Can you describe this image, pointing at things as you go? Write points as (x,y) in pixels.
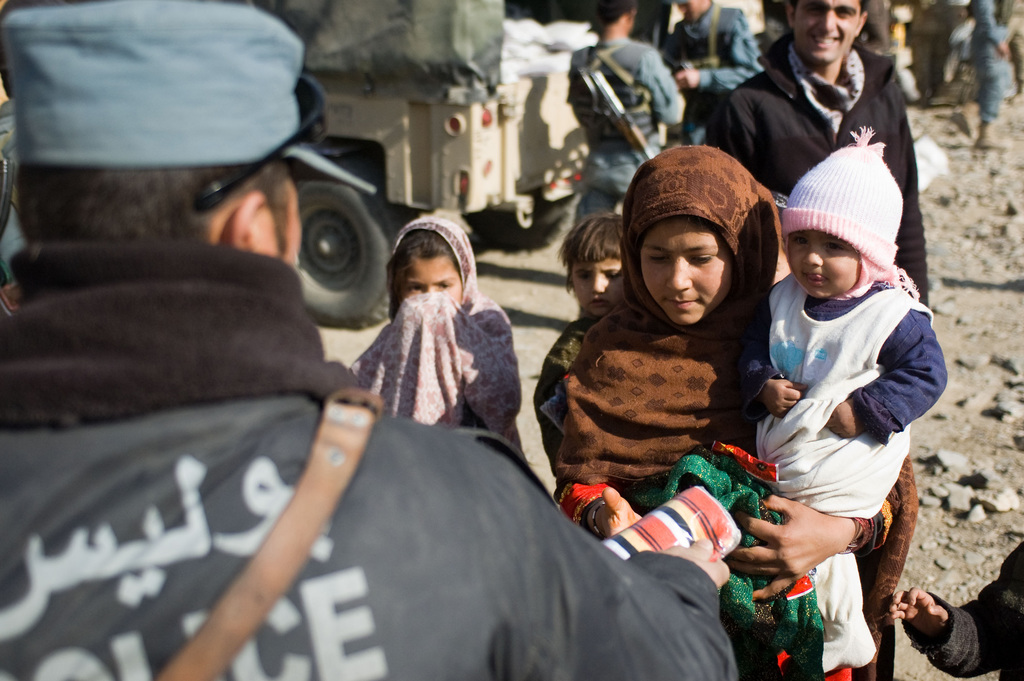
In this image there are persons (652,167) standing. On the ground (969,418) there are stones (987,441). At the top (433,75) there is a vehicle (429,126). In the center (597,395) there is a woman (648,398) standing and holding a baby (852,373) in her arms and there is an object (751,494) in the hand (770,506) of the woman (695,359) which is green in colour and there is a person (808,92) standing and smiling. In the front (152,544) there is a person (238,571) wearing a jacket (220,573) with some text (173,552) written on it and holding an object (679,537) in his hand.
